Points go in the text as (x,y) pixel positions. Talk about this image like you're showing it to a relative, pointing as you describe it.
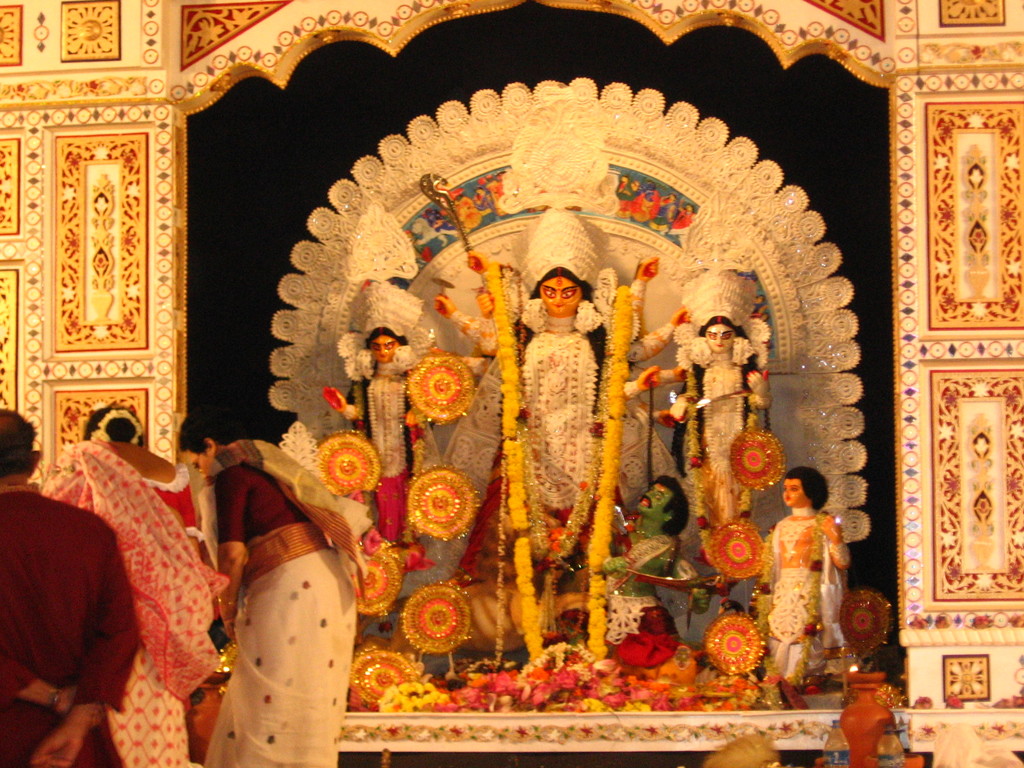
In this image we can see some statues (573,449), there is a garland (589,612), there are flowers (591,670), also we can see a few people (138,511), and the wall (63,187).
